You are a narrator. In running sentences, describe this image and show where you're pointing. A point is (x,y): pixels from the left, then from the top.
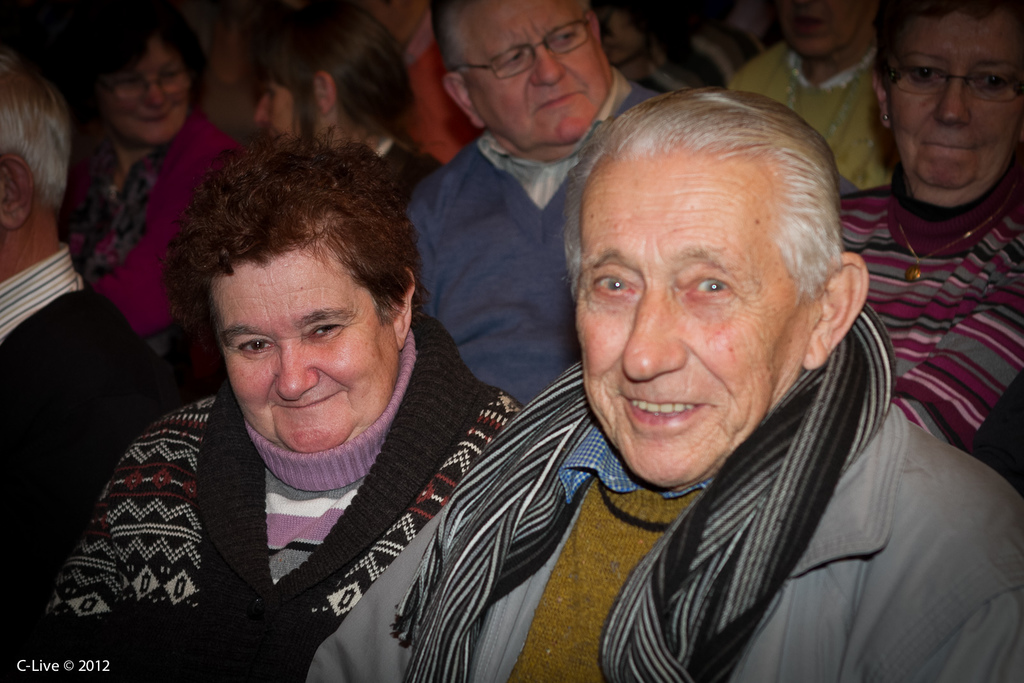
In this image I can see number of people (302,134) and I can also see smile on few faces (285,355). In the front (211,565) I can see two of them (324,605) are wearing jackets (968,649) and behind them I can see three persons (953,72) are wearing specs (989,88). I can also see a watermark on the bottom left side of this image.
